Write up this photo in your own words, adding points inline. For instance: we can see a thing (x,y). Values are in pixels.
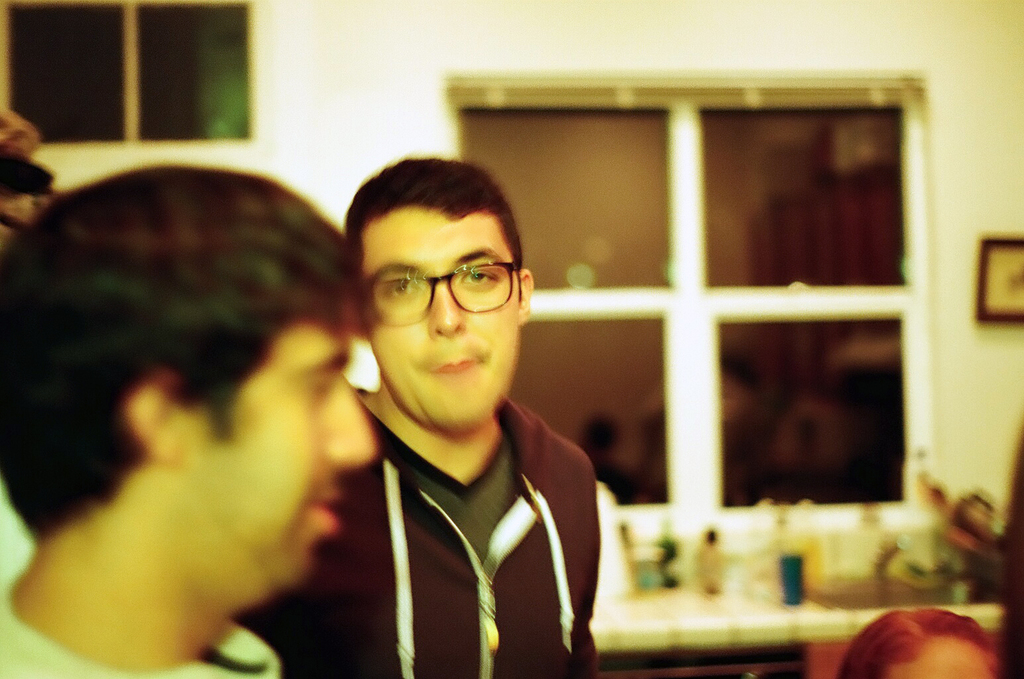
In this image we can see a few people (365,599) and also we can see a table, on the table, we can see some objects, in the background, we can see the windows (602,344) and a photo frame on the wall (941,14).
